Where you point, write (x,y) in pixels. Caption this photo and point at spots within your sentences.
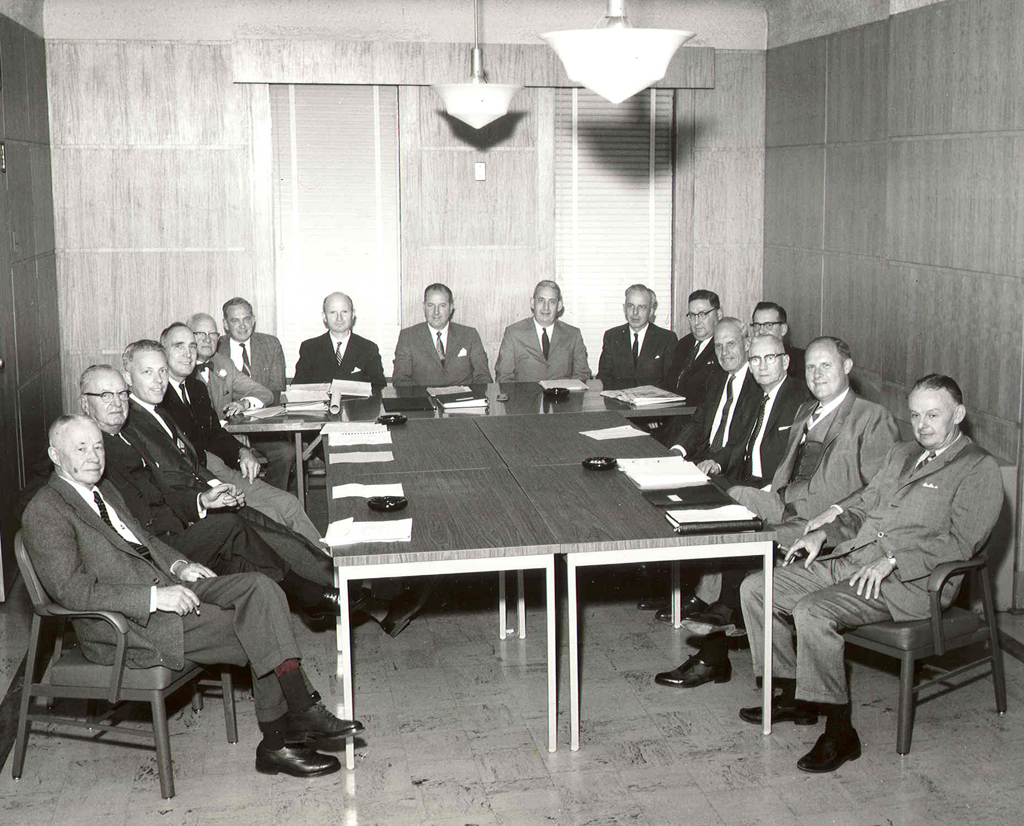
In the image we can see group of persons (789,454) were sitting on the chair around the table (578,403). On table (456,552) we can see papers (358,387), chart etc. And back there is a wall (117,217), door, light (644,64).
